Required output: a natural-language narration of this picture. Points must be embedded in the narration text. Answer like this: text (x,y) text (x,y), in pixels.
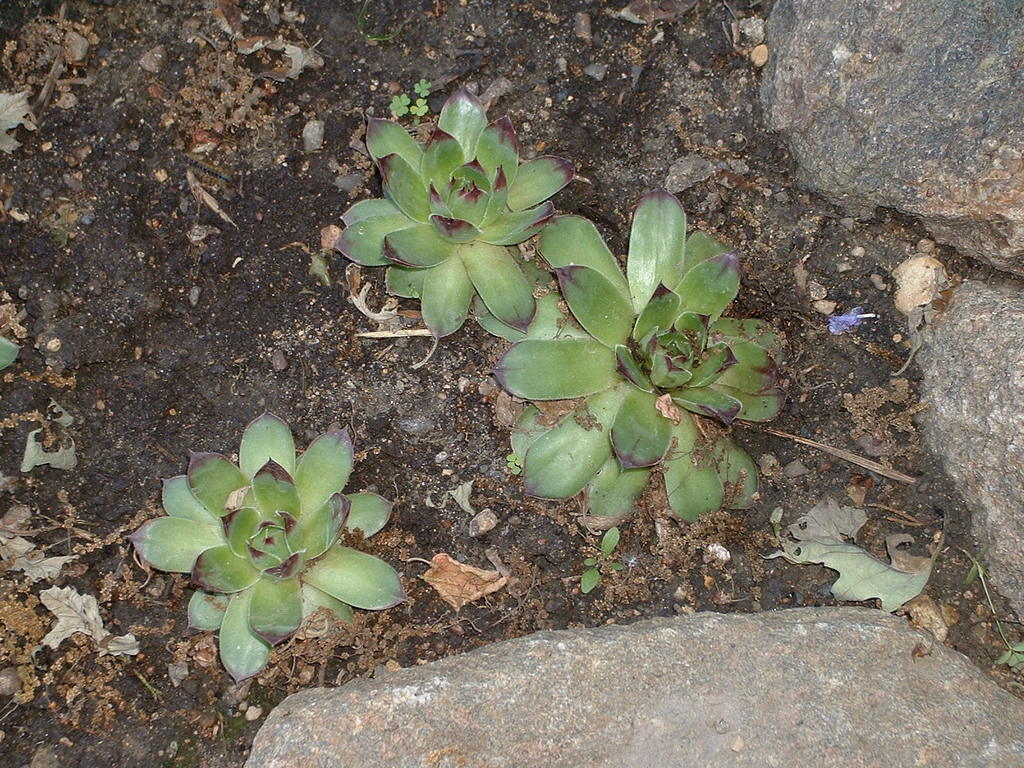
In the picture we can see a muddy path (88,488) on it we can see three plants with leaves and beside it we can see three rocks (881,127).
